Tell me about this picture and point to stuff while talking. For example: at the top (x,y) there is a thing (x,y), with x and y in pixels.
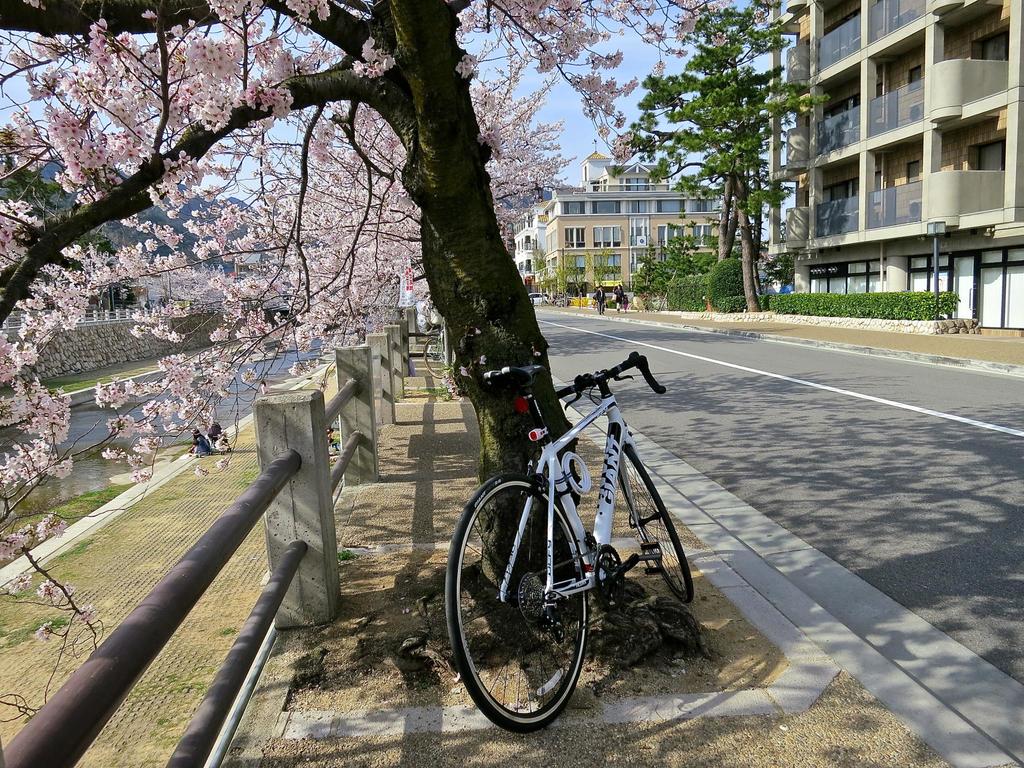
Beside this tree (439,210) there is a bicycle (585,483) and fence (227,527). Here we can see buildings (803,183), plants (738,291) and trees (735,135). This is light pole (938,226). Far there are people (209,448).
